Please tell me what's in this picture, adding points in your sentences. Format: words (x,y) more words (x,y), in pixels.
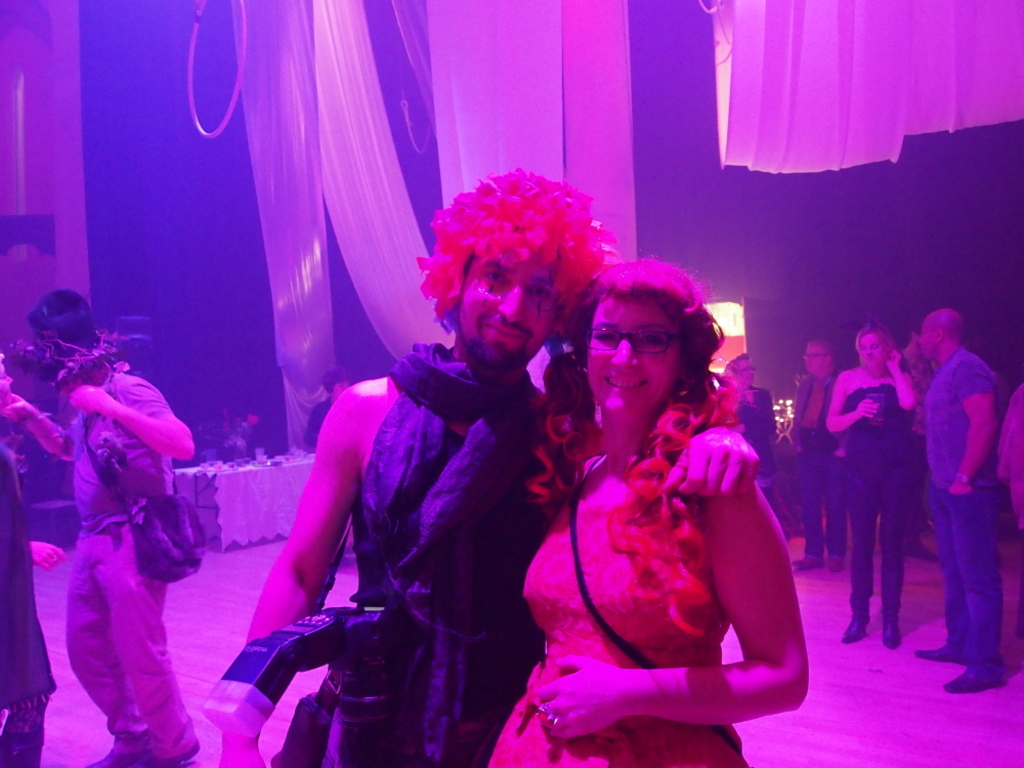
In the center of the image (543,339) there are two persons (318,490) standing. In the background of the image (861,352) there are people (813,407). There are curtains (589,46). There is a table (255,489). At the bottom of the image (817,733) there is floor (901,733).
